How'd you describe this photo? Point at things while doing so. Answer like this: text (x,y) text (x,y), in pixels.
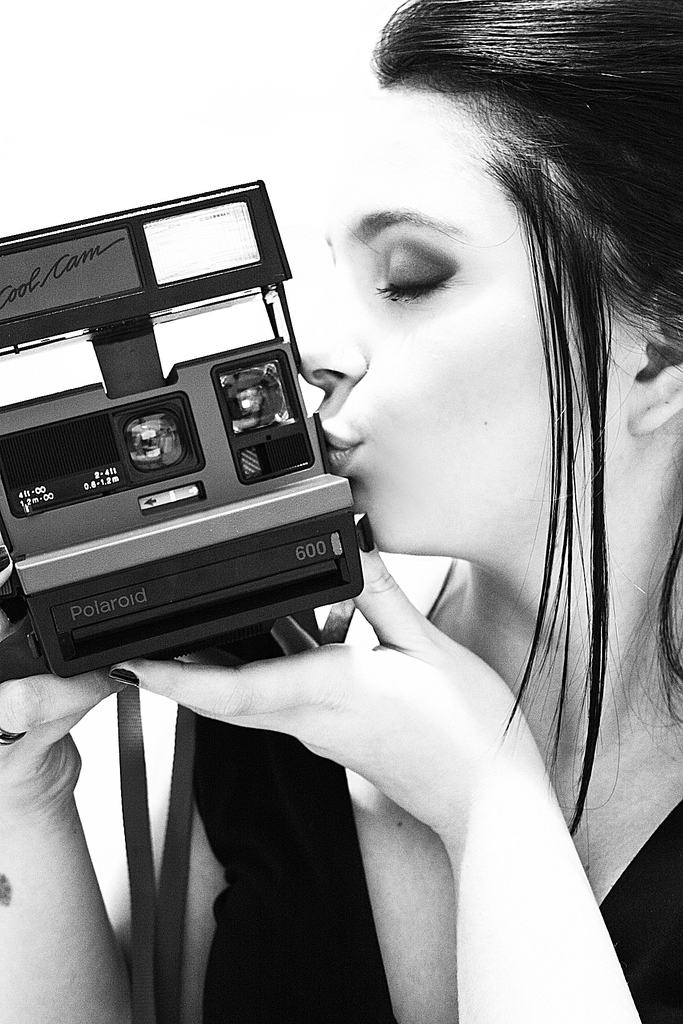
In the image a woman (342,246) is holding a camera (245,405) and kissing.
